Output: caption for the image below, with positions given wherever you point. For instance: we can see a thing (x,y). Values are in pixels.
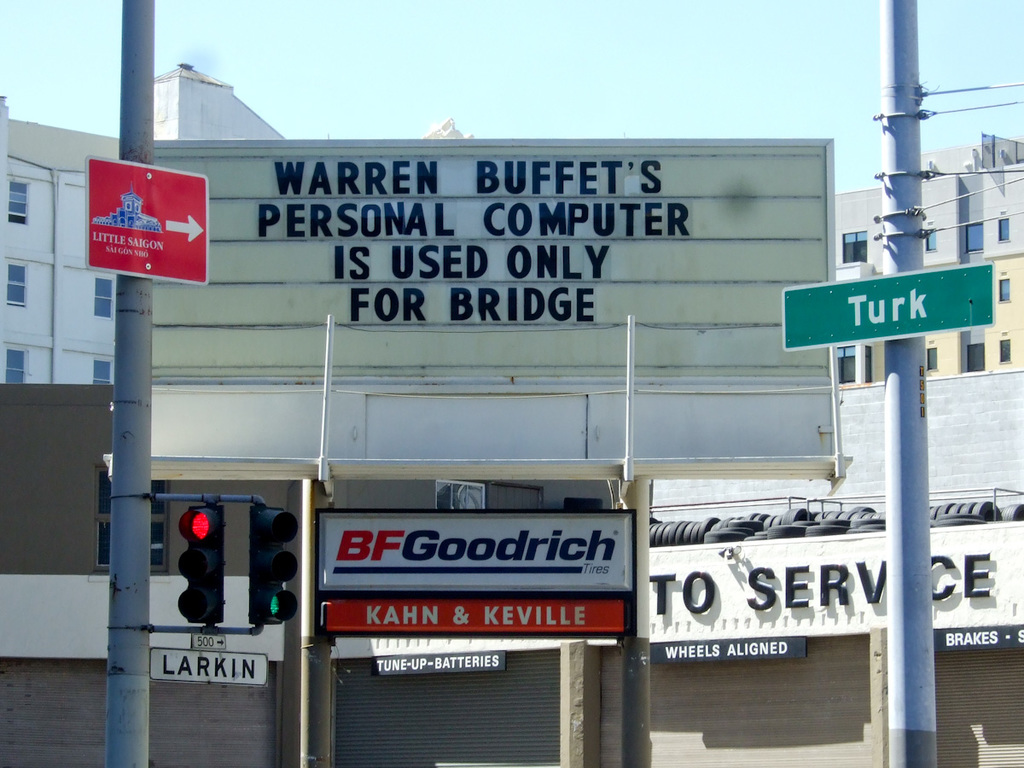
In this picture there are buildings (361,660) with boards (617,557). On every board (405,586), there is some text (572,214). Towards the left (138,427) and right, there are poles (916,438) with boards (971,317). On the top (501,79), there is a sky (614,78).
